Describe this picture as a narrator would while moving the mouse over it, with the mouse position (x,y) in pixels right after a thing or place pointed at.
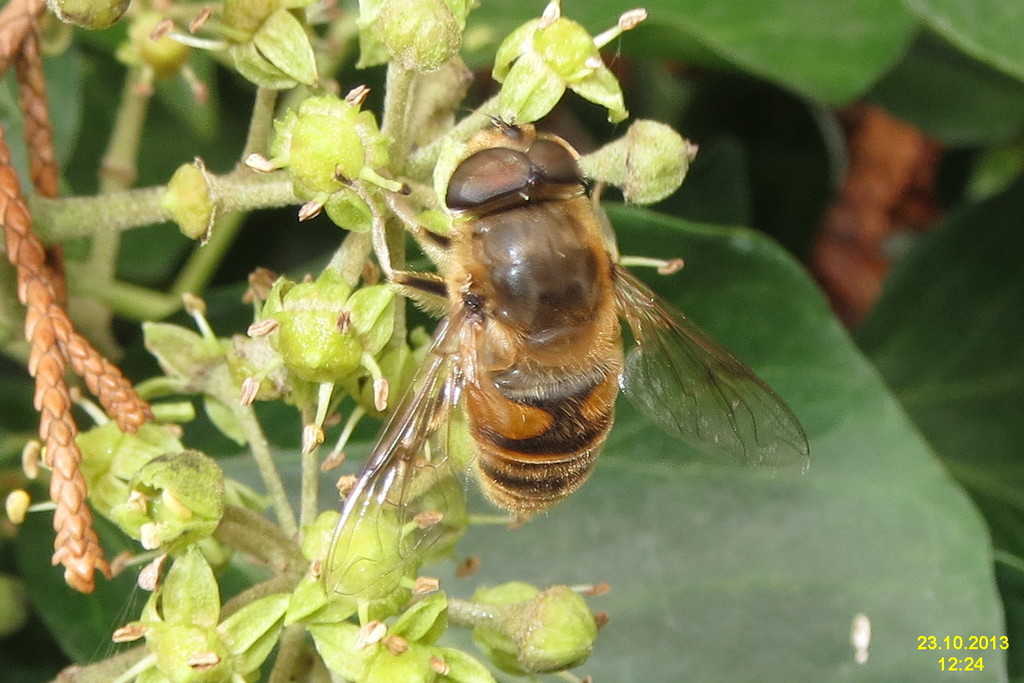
In this image there is an insect (488,259) on one of the plants (355,353).
